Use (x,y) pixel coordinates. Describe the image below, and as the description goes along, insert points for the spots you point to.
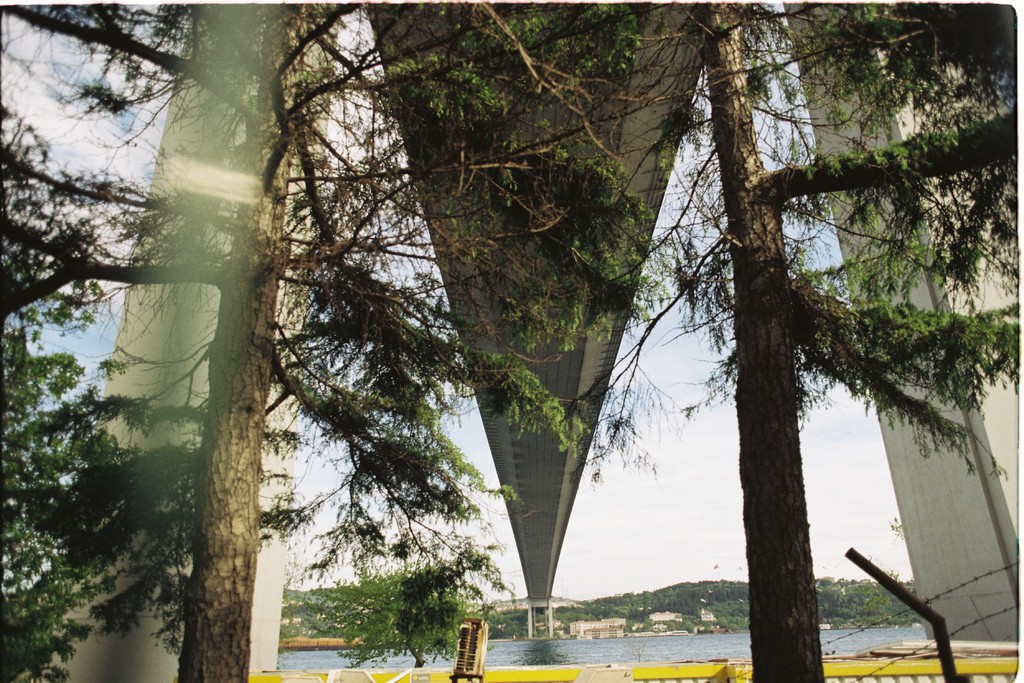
In this image we can see bridge (604,110), trees (480,558), sky (393,563), clouds (601,519), hills (573,604) and water (541,651).
